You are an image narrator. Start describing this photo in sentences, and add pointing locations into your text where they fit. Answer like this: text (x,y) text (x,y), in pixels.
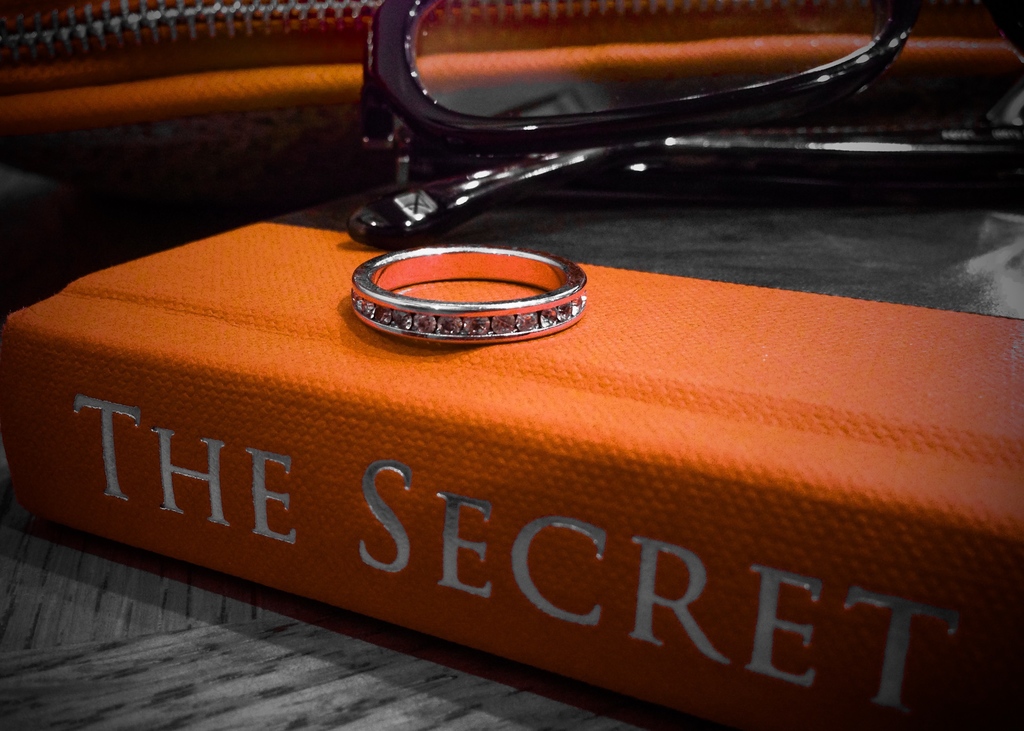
In this image we can see a ring (518,269), glasses (562,155) and a purse (267,84) on a book (583,516) which is placed on the surface (346,664).
